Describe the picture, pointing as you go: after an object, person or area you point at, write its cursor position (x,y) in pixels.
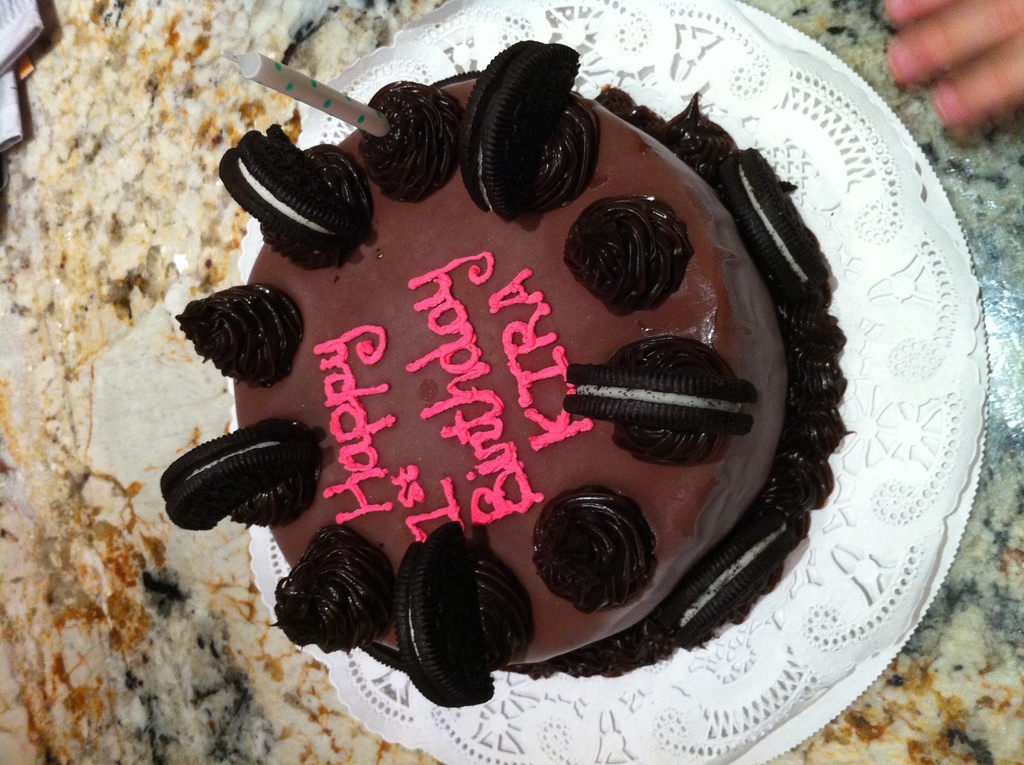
In this image I can see a white colour cloth (497,684) in the centre (501,338) and on it I can see a black and brown colour cake (563,508). I can also see something is written on the cake (330,338). On the top right corner of this image (935,101) I can see fingers (955,55) of a person (957,73) and on the top left side (30,13) I can see few white colour things (9,67).
